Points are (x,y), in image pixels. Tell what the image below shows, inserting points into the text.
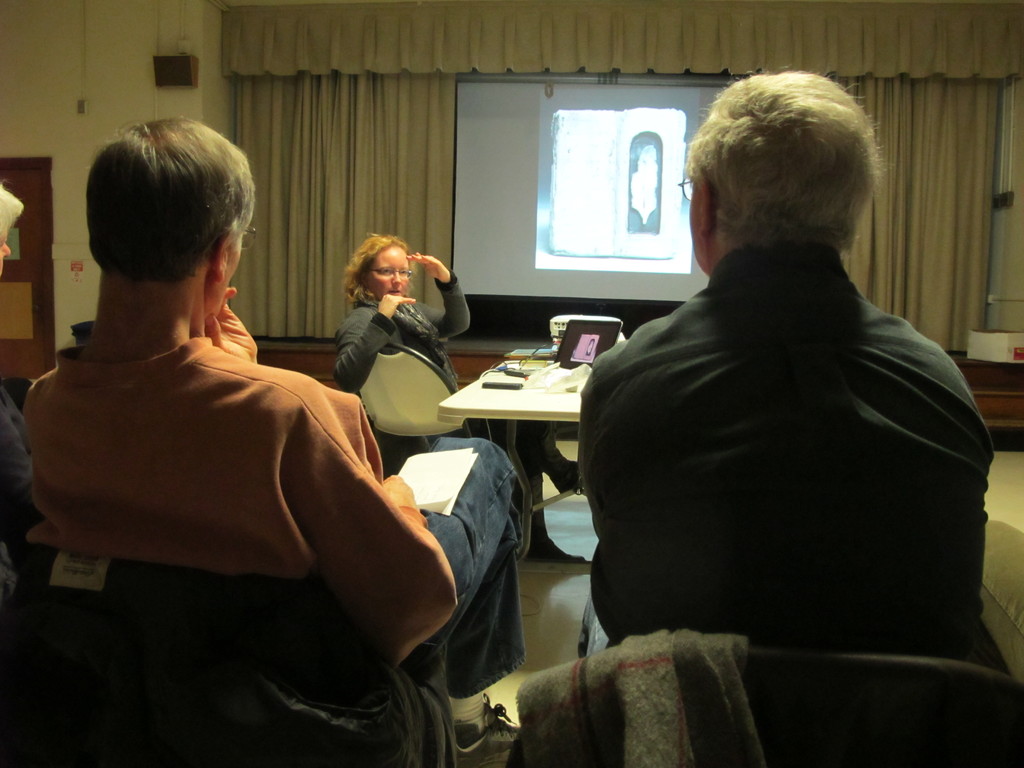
A screen (533,170) is on curtain (419,183). These three persons (394,300) are sitting on chairs (393,366). Beside this woman (419,343) there is a table (551,405), on this table (499,406) there is a laptop (574,362) and things (569,374). This man (282,473) is holding a paper (432,470). On this chairs (373,705) there is a jacket (357,661).
